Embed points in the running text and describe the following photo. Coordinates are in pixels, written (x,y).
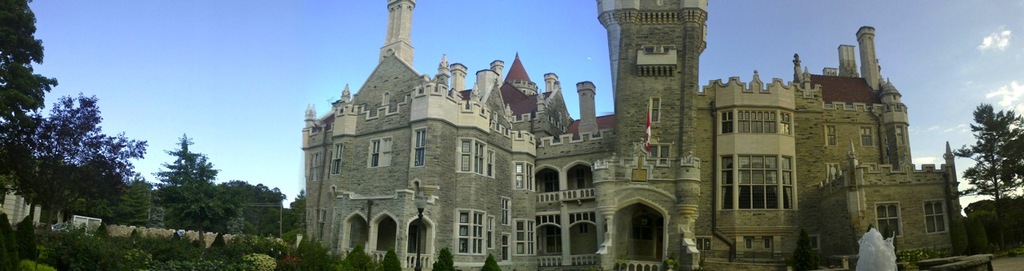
As we can see in the image there are buildings (583,182), windows (792,198), fountain (887,249), trees (1000,154), plants (252,245) and sky (229,71).
